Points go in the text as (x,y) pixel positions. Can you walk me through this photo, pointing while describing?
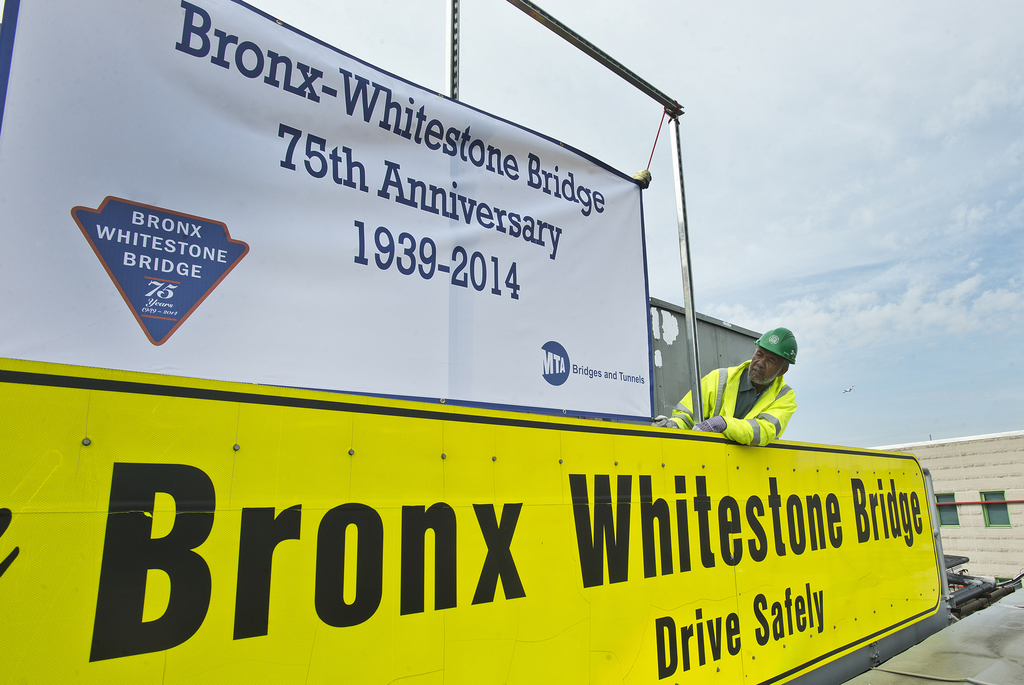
In this image we can see one wall (990,470) with two windows (1001,505), one banner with text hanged on the pole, one person (780,357) with helmet (780,340) holds the pole (659,95), some objects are on the surface (988,620), one silver board (702,371), one yellow board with some text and at the top (684,128) there is the sky (882,388).
